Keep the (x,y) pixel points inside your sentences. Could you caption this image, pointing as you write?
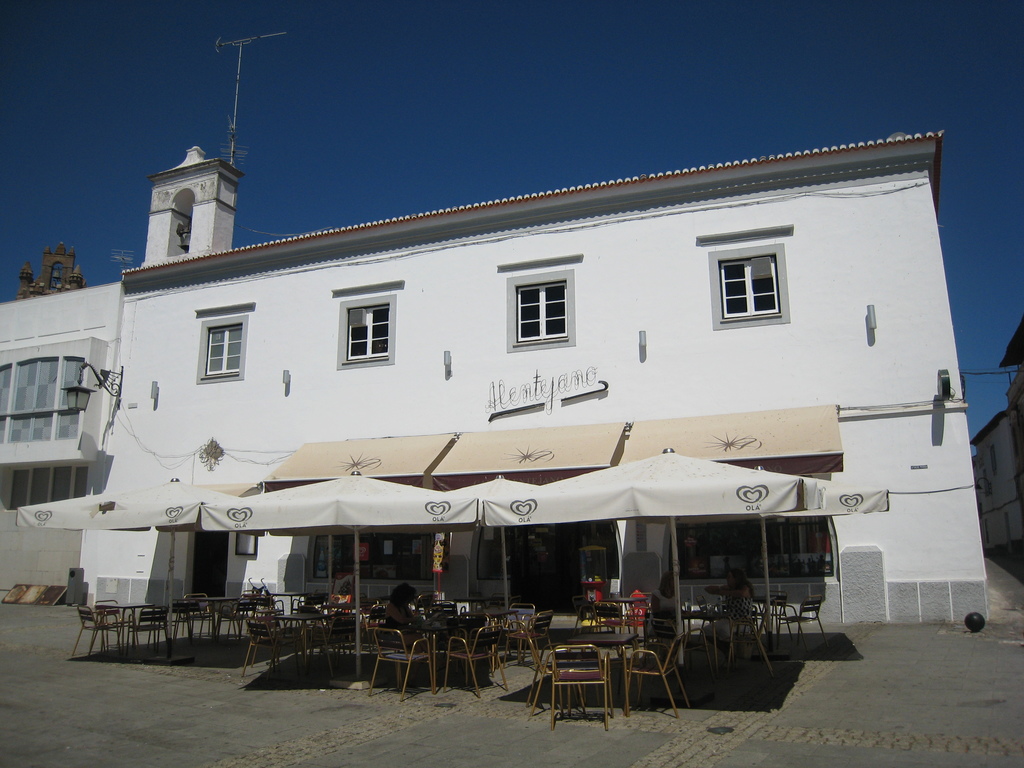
In this image I can see few buildings (92,409), windows (54,377), chairs (237,607), light pole (73,390), tables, few stores (472,480) and few umbrellas (611,486). The sky (552,186) is in blue color.
